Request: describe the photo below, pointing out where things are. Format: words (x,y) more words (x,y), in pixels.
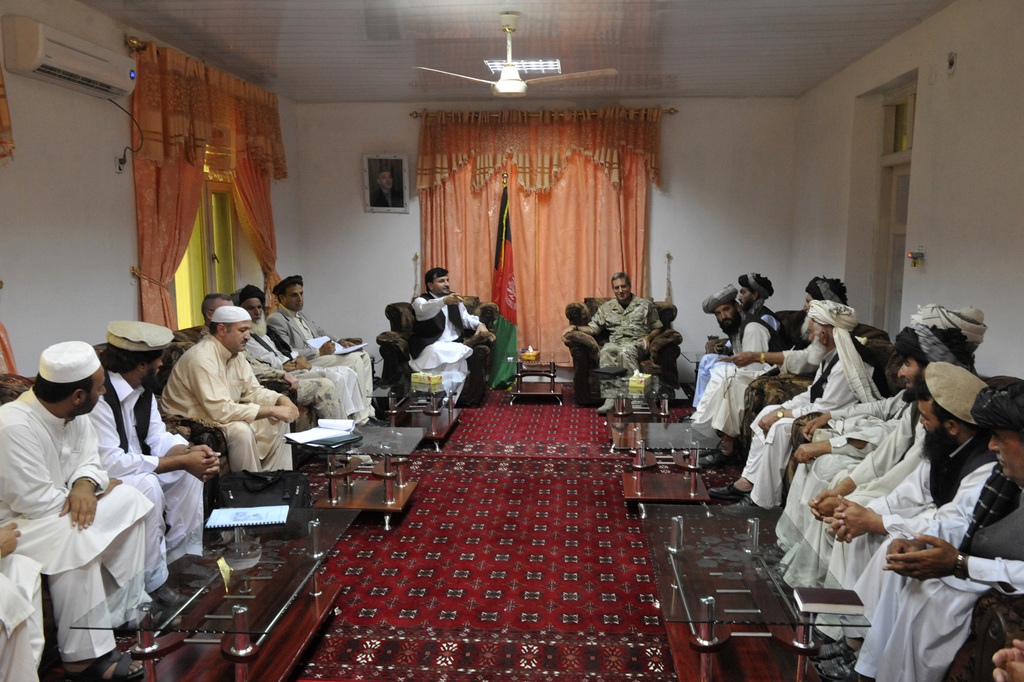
In this image we can see a group of people (932,488) wearing dress (831,368) and caps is sitting on chairs (794,315). one person (631,340) is wearing a military uniform (631,354). In the foreground of the image (234,583) we can see group of tables (368,426) placed on the floor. On the table (264,560) we can see a book (247,519) and a bag (307,499) placed on the floor (475,680). In the background (384,170), we can see a photo frame (379,156) on the wall (412,231), group of curtains (159,198), ceiling fan (497,89), air conditioner (111,79) and a door (888,214).
